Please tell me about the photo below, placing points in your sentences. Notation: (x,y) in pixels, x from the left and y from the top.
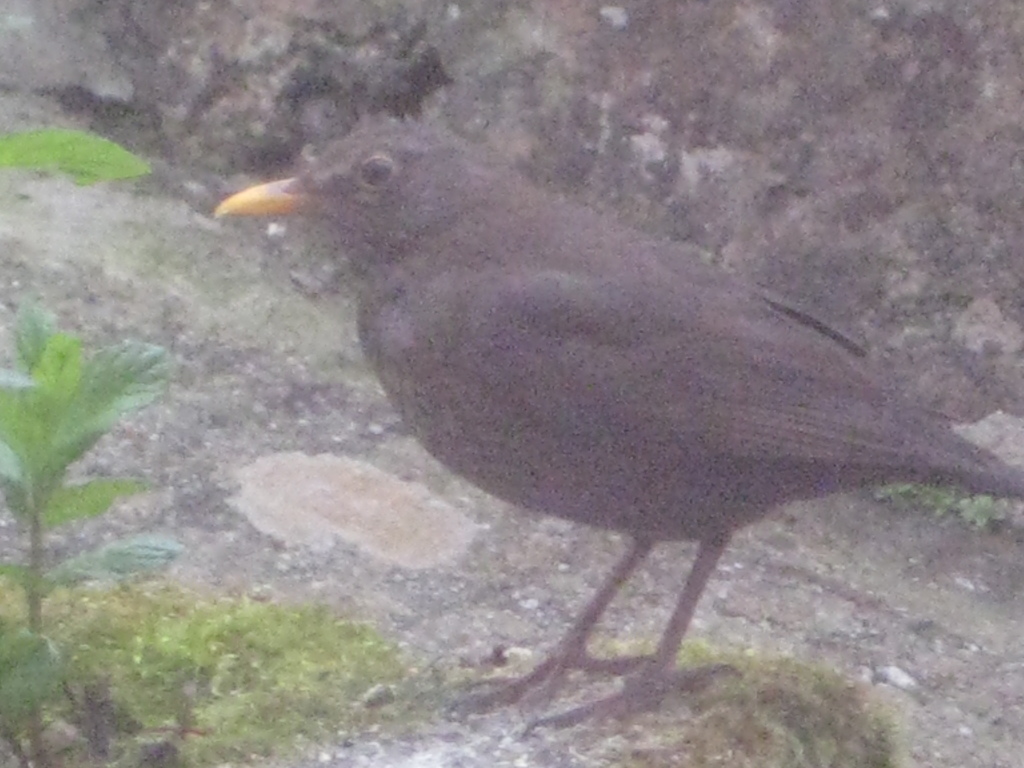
In this image we can see a bird (614,432) is sitting on the land (445,702). Left side of the image (27,444) stem (27,539) with leaves (46,487) is present.
